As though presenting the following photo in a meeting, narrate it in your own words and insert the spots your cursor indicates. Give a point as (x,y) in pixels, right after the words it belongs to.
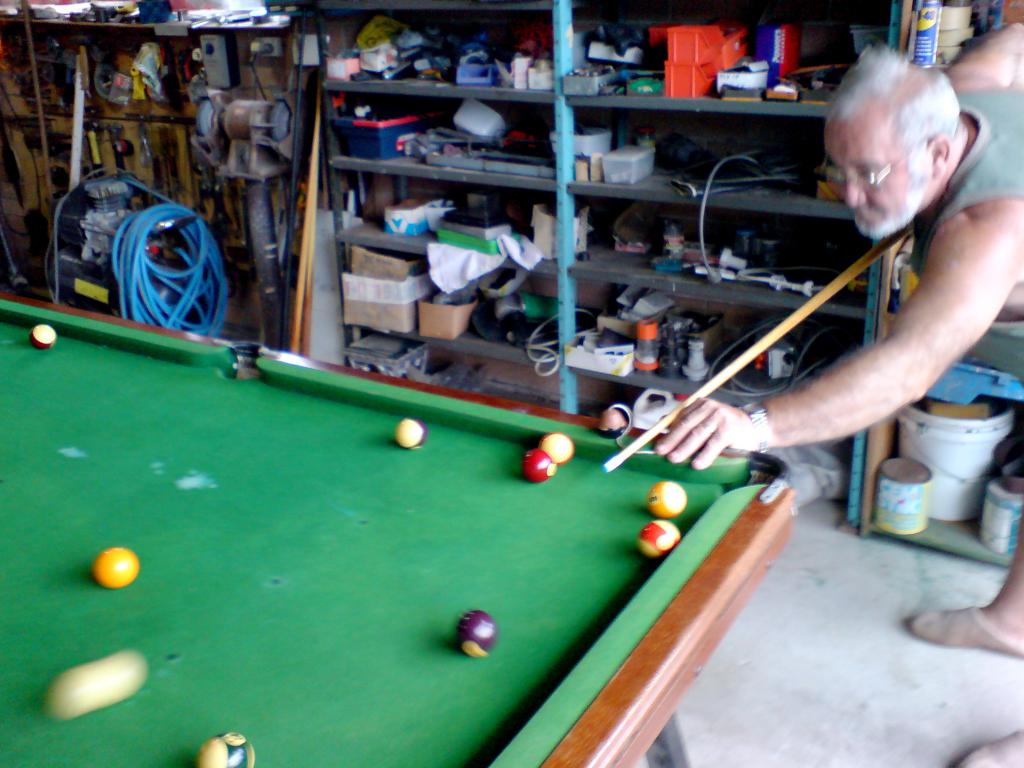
On the right side (970,210) we can see one man (926,225) holding stick (773,330). On the left side (97,497) we can see table (323,602), on table (331,601) we can see some balls (116,583). Coming to the background (344,115) we can see the shelf (406,78) on shelf (374,86) we can see many tools (360,107).
